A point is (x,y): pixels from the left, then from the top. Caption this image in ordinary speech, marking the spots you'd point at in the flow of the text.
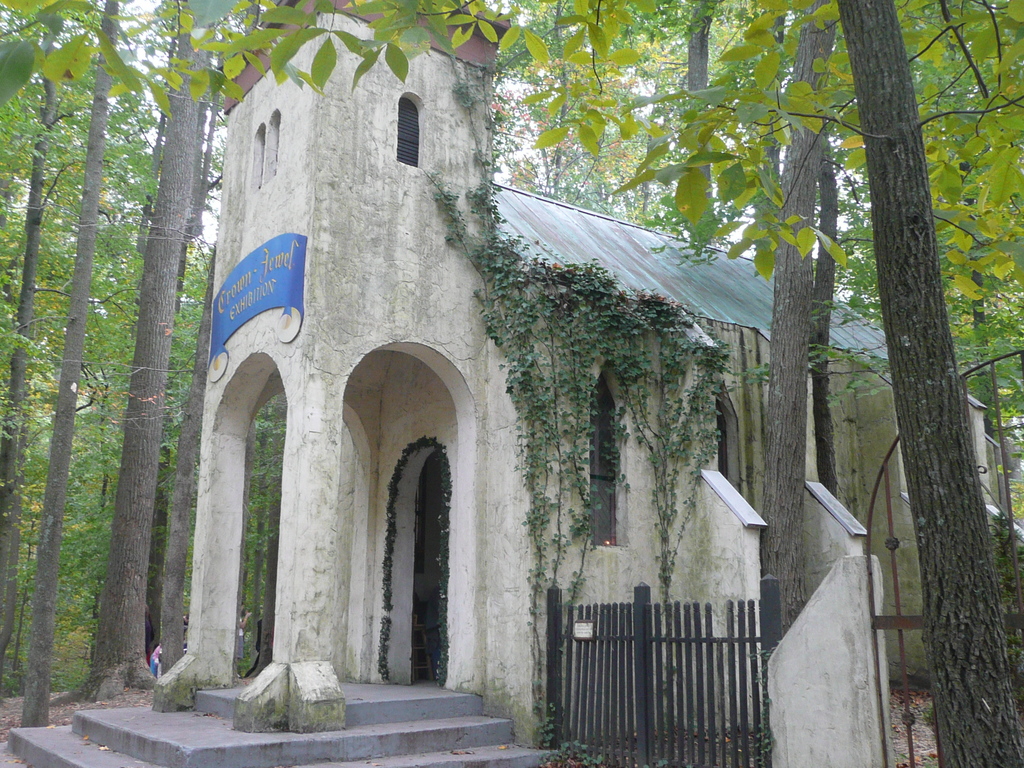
This is a building (503,477), these are green color trees (1000,222).
